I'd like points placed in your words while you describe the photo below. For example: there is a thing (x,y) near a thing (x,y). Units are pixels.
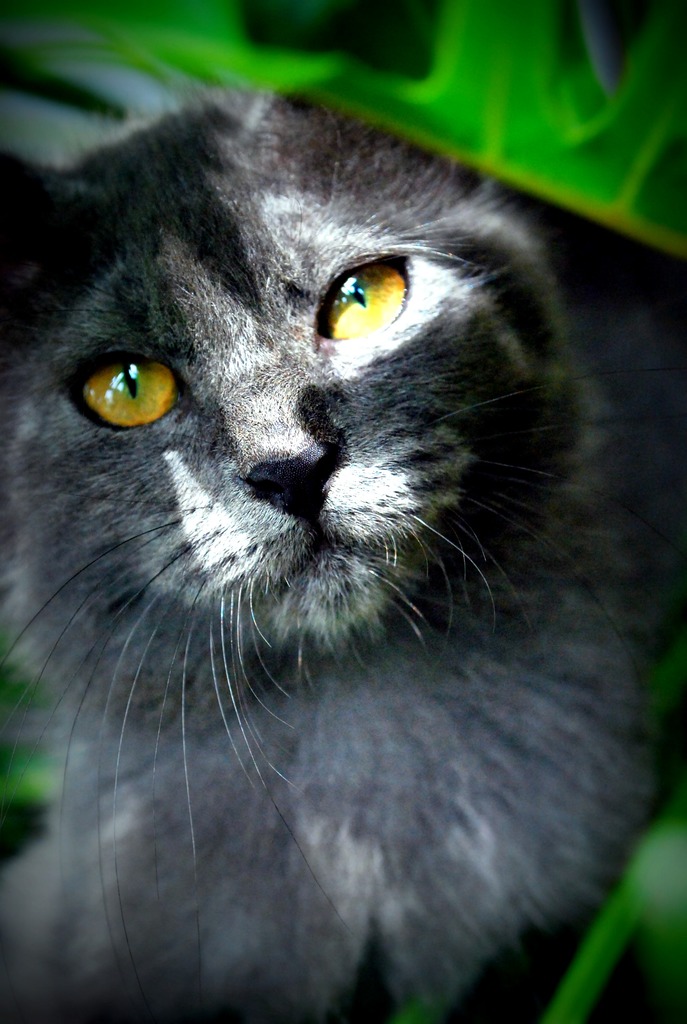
In the foreground of this image (482,763), there is a black cat (463,724). On the top (535,85), there is green in color.
